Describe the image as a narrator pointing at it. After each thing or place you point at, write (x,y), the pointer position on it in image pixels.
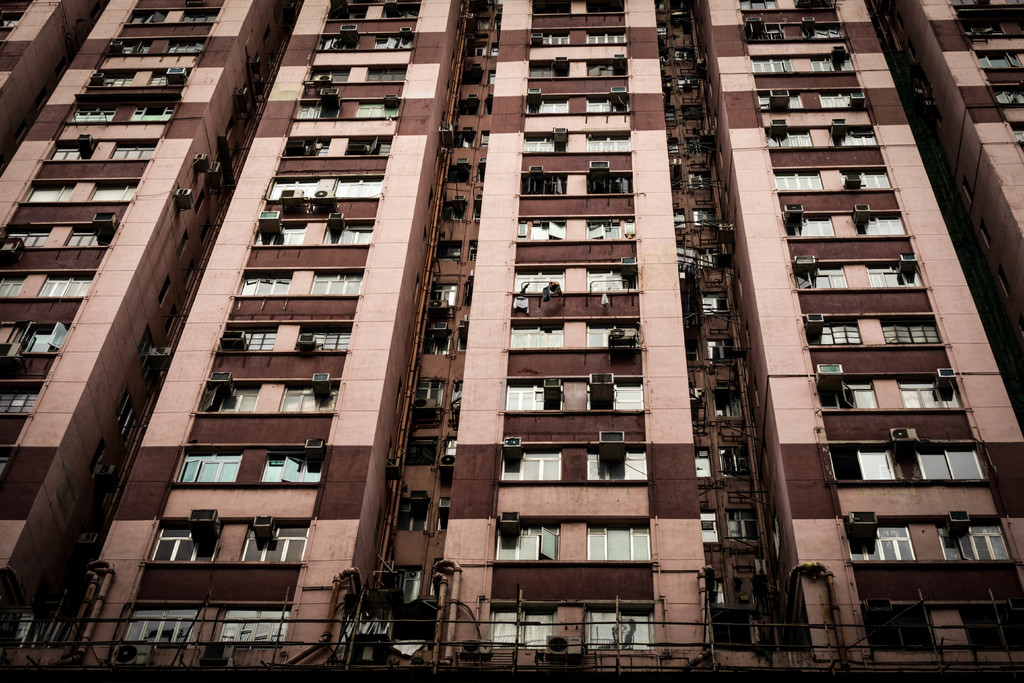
In this image there is a building (586,371) with so many floors (340,150). In the middle (519,408) we can see there are windows (533,639). At the bottom (305,644) there is a fence (771,663). In between the floors (285,125) we can see there are air conditioners (202,162) which are attached to the wall (224,107).
